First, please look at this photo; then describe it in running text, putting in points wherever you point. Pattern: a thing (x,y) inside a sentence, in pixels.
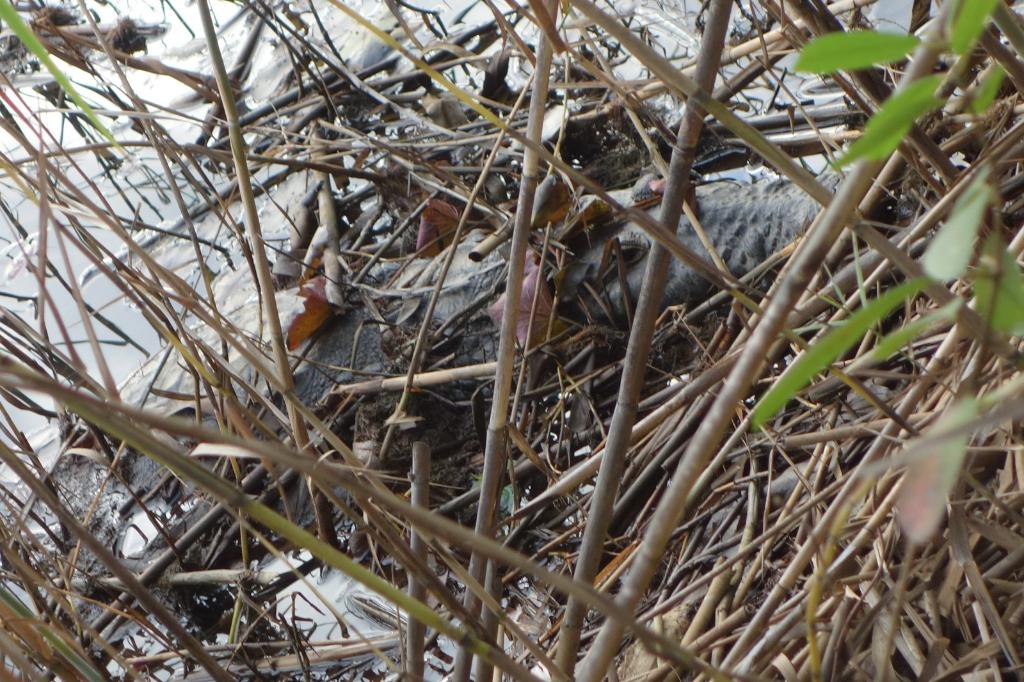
In this picture I can see number of sticks (867,5) and few leaves (16,12). In the background (662,1) I can see the water (389,13).
